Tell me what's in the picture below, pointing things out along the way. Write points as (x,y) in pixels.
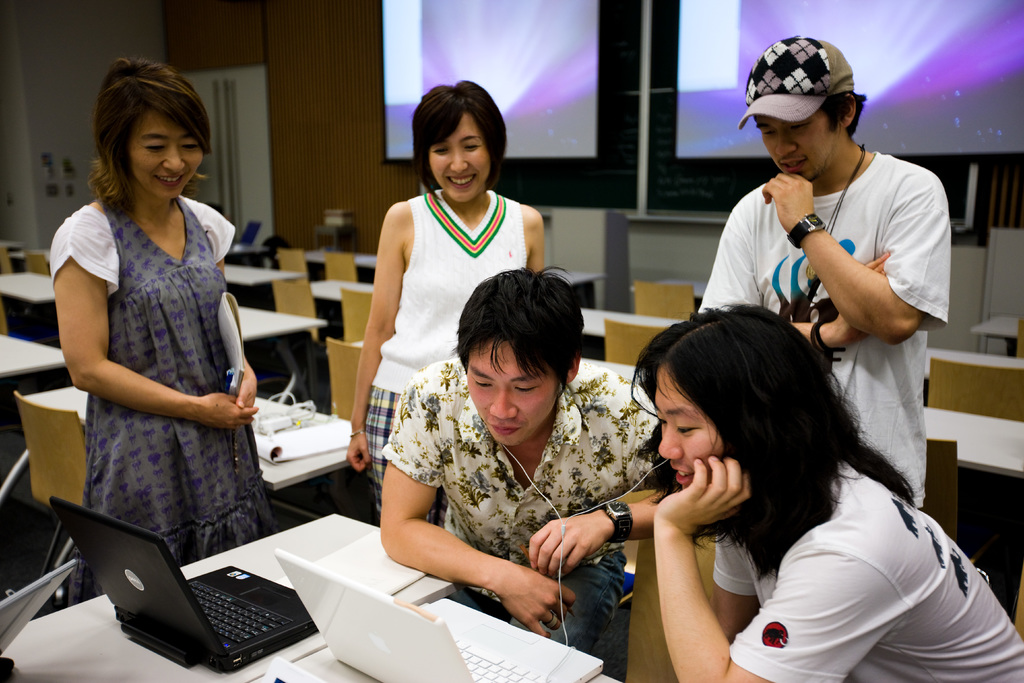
This picture is of inside the room (262,7). On the right (875,513) there is a person (850,490) wearing white color t-shirt (883,591) and sitting and there is a person (884,185) wearing white color t-shirt (887,229) and standing. In the center (501,387) there is a man (592,445) wearing floral shirt (593,447) and sitting on the chair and there is a woman (467,225) wearing white color t-shirt (444,254), smiling and standing. On the left (143,185) there is a woman (158,211) smiling and standing. In the foreground (330,527) there is a table (303,525) on the top (319,525) of which two laptops (236,634) are placed. In the background (382,29) we can see a wall (323,34) and two digital screens (860,28) and there are chairs (342,264) and tables (311,285) in the background (335,268).
